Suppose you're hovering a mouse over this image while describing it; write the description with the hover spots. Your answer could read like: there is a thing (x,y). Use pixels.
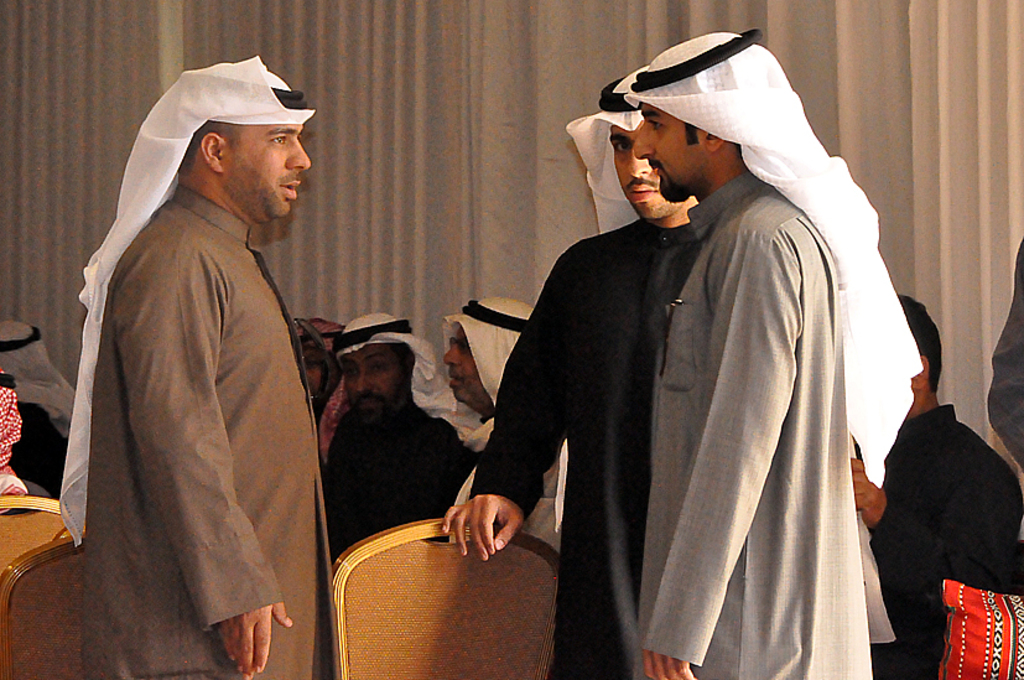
In this image we can see three men (650,321) are standing. Behind men (413,395) are sitting on the chair (438,573) and white color curtain (456,89) is there.
